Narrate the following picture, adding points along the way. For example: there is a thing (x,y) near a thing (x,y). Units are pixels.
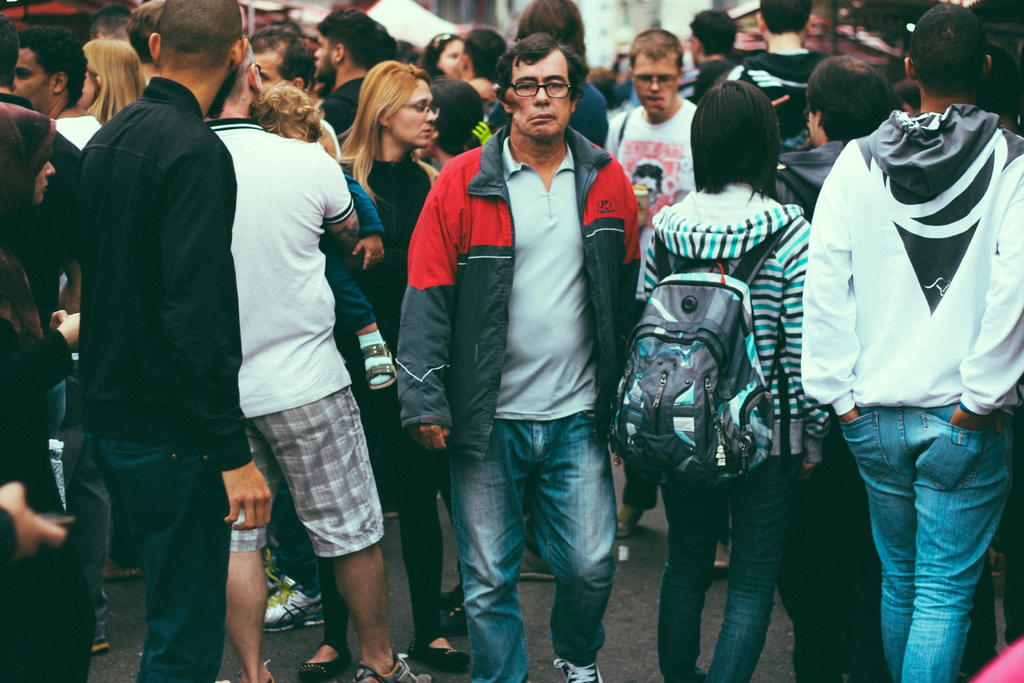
This picture is clicked outside. In the center (453,250) we can see the group of people (526,232) seems to be walking on the ground (641,618) and we can see a backpack (699,340). In the background (742,33) we can see there are some objects (876,16).
